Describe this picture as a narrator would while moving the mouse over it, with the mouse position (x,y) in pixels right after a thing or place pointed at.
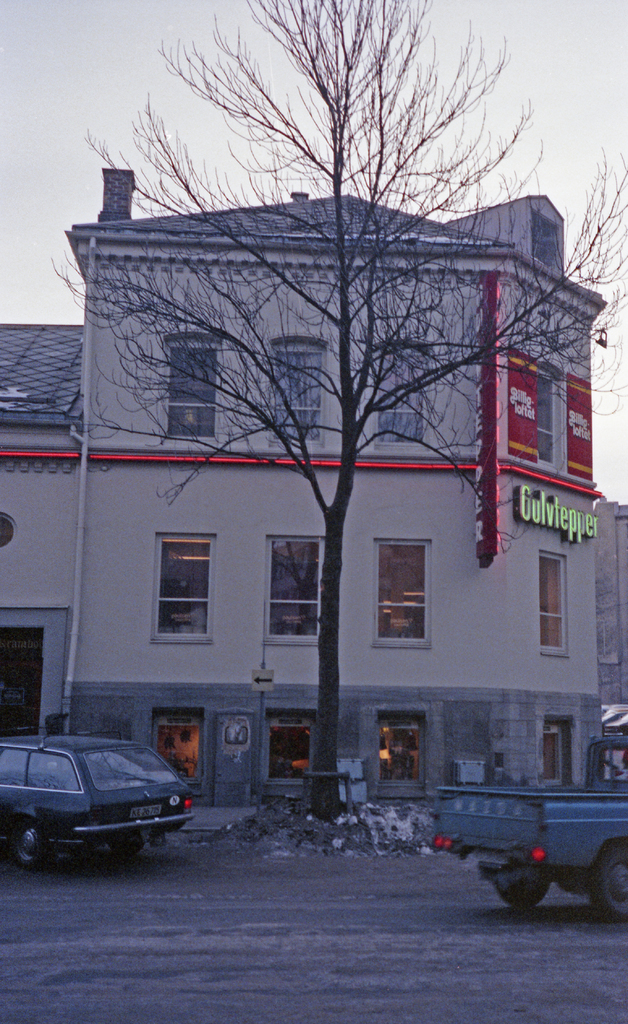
This is an outside view. At the bottom (46,771), I can see two vehicles (567,821) on the road (368,893). In the middle of the image (332,535) there is a tree (332,654). In the background (211,585) there is a building (467,635). At the top of the image (76,52) I can see the sky (92,84).
